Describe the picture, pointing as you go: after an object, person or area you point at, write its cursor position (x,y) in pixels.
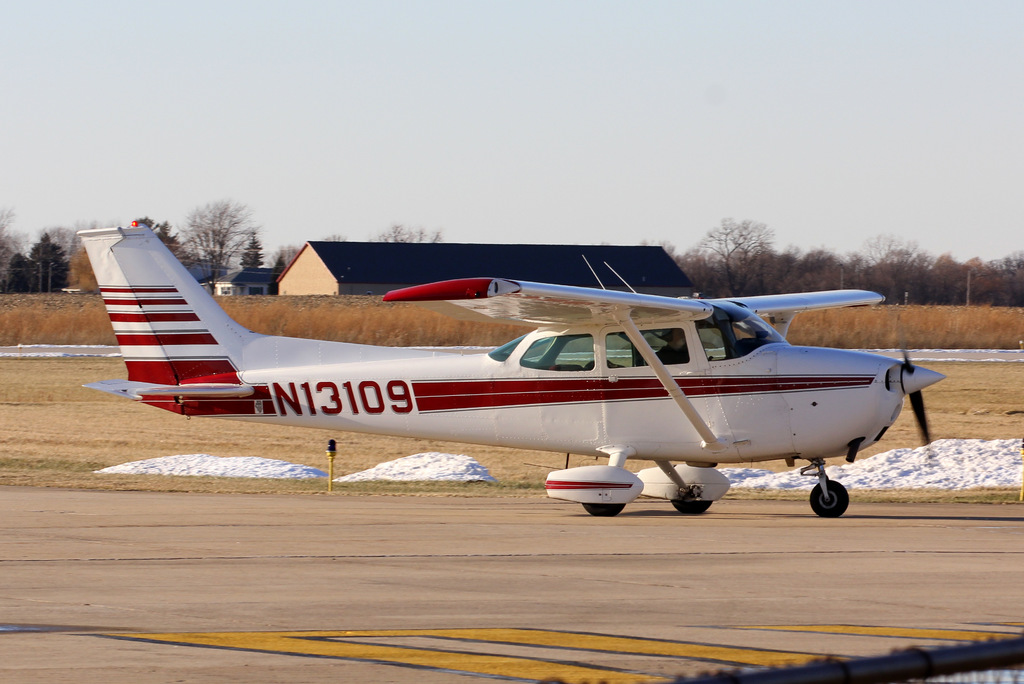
In this picture there is an airplane (553,416) on the runway (540,519). This airplane (240,371) is in white and red color. We can observe some grass (873,344) on the ground (293,329). There is a warehouse (408,263). In the background (735,285) we can observe some trees (724,278) and a sky (380,171).
